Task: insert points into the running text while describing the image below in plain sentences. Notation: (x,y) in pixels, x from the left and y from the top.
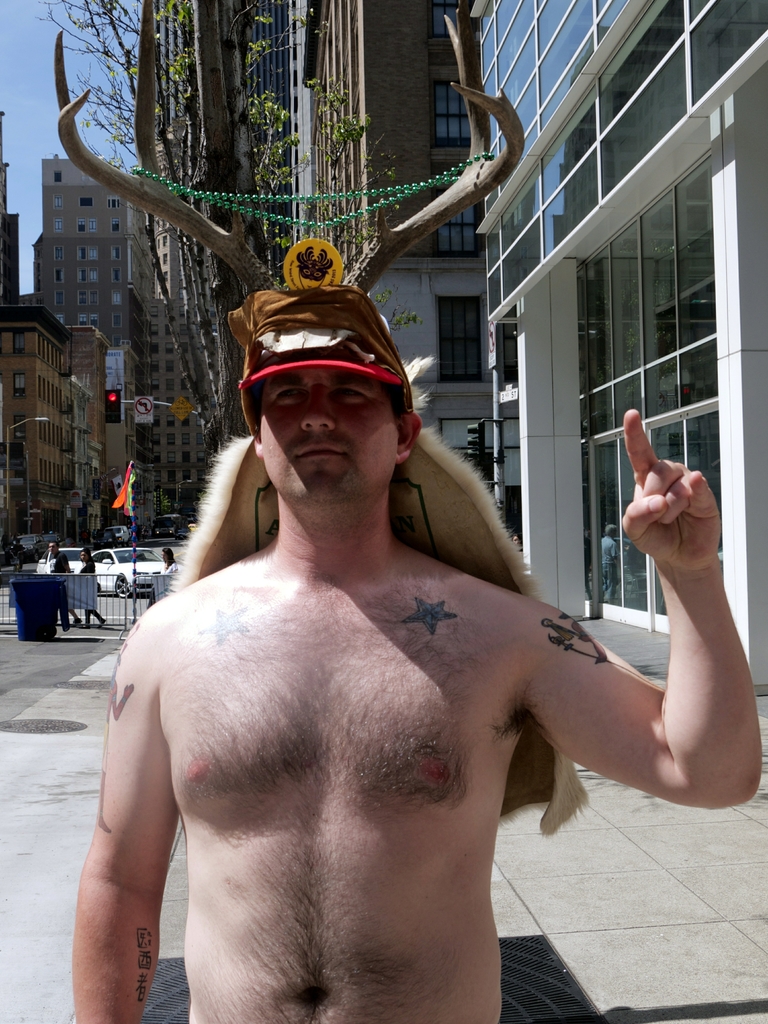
In the picture we can see a man (347,883) standing on the path (556,883) without clothes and wearing a helmet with horns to it and behind him we can see the tree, vehicles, traffic lights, buildings (23,354) and the sky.
